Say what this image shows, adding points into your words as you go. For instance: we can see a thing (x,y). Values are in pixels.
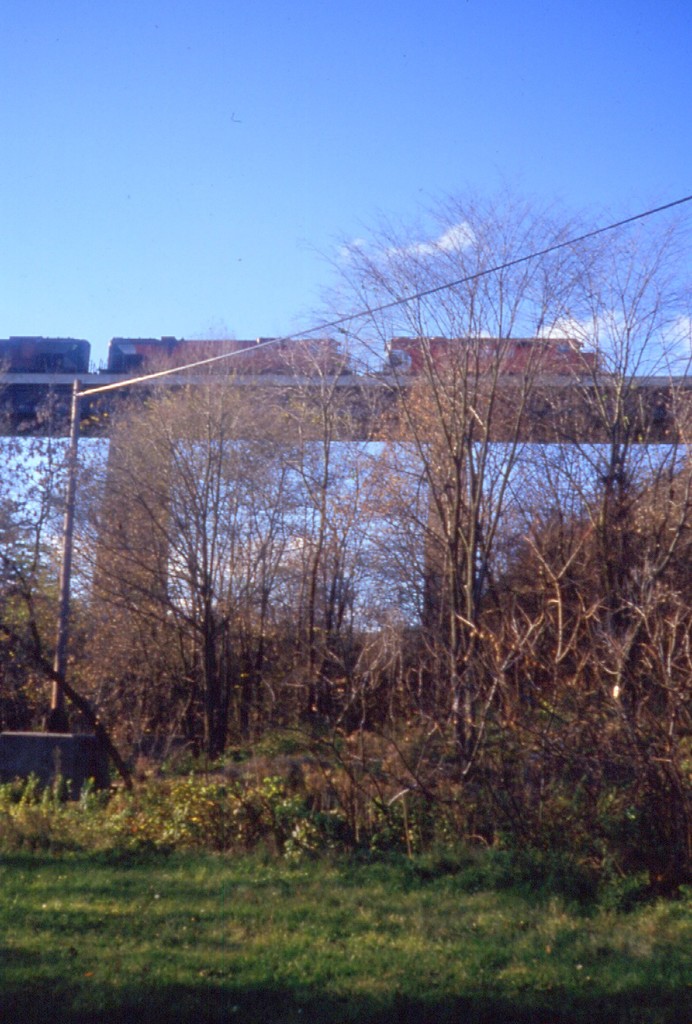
In this picture we can see grass (290,901) at the bottom (120,954), in the background (355,832) there is a bridge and some trees (450,634), on the left side (69,589) we can see a pole (68,598), there is the sky (259,113) at the top of the picture (268,186), it looks like a vehicle (290,342) on the bridge (263,378).
